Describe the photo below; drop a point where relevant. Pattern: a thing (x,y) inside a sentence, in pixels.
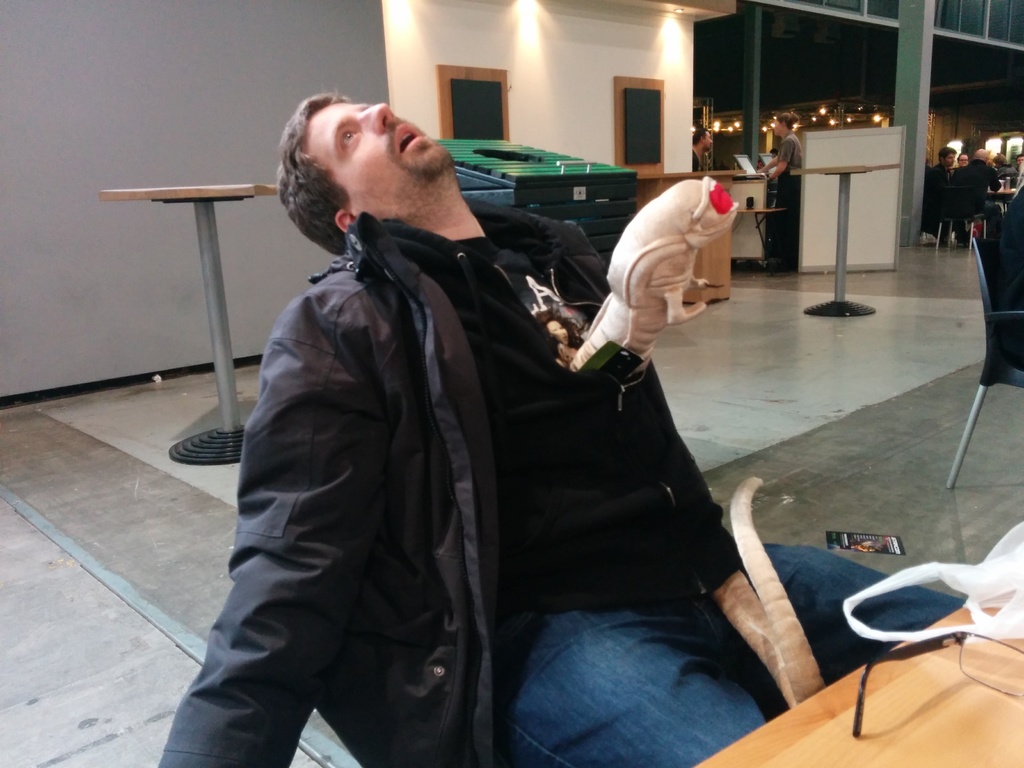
In this image I can see a person (468,498) sitting. He is wearing a coat (400,528) and jeans (637,684). There is a toy snake (672,251) on him. There is a polythene cover (1013,566) and spectacles (991,649) on a table (946,713). There are other people (1019,278), tables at the back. There are lights (679,9) and black boards (644,138).
